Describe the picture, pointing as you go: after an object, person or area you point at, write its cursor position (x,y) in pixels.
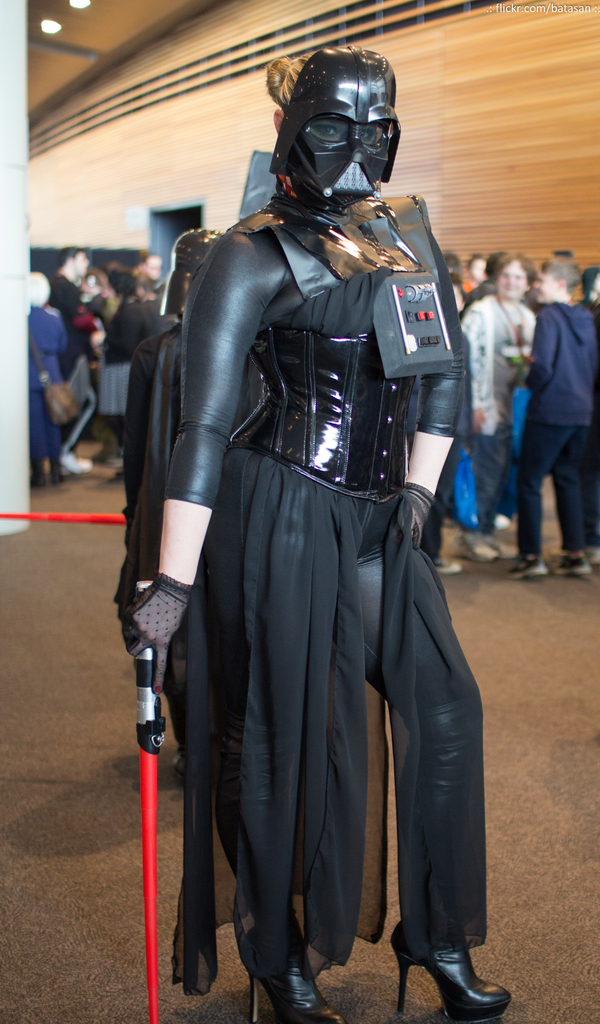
In this picture we can see one woman (291,479) is standing with black dress (301,749), back side, we can see some (489,420) are standing and talking each other.
